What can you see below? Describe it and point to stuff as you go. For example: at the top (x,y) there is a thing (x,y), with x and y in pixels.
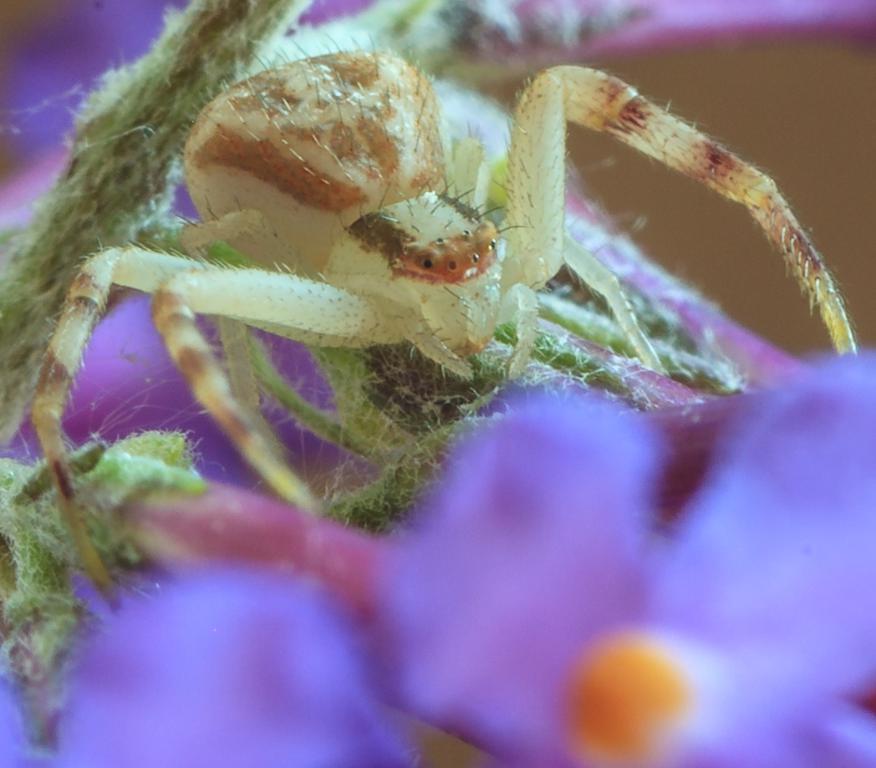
In this picture I can see the insect (299,324). I can see the flower (466,590) on the right side (593,600).
